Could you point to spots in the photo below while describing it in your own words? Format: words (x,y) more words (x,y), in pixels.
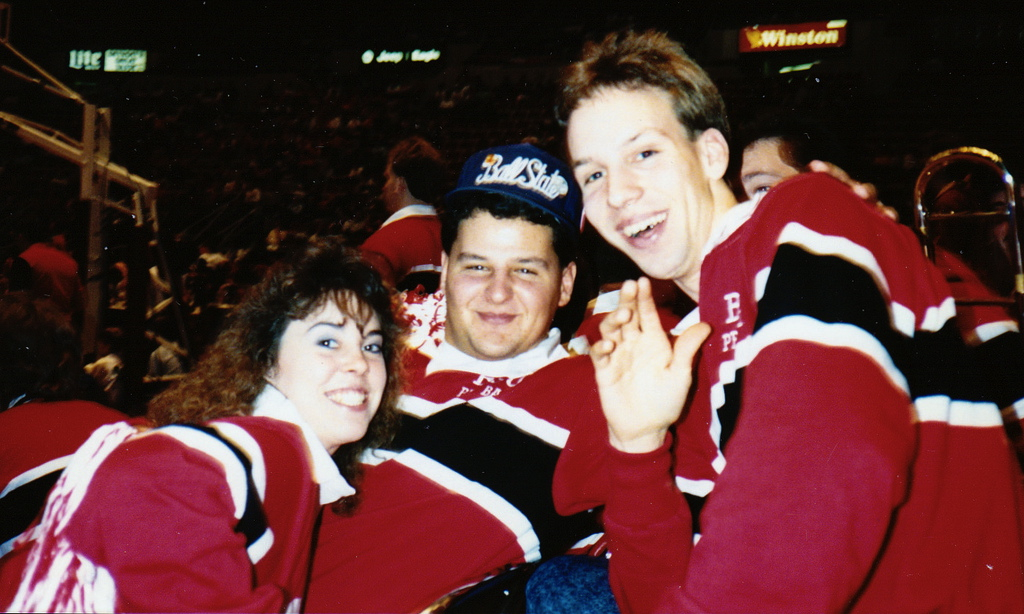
There are three persons (531,274). Person (511,318) in the center (494,318) is wearing a cap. In the back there are many people (413,263). Also there are many name boards (771,32) with light (771,32).
